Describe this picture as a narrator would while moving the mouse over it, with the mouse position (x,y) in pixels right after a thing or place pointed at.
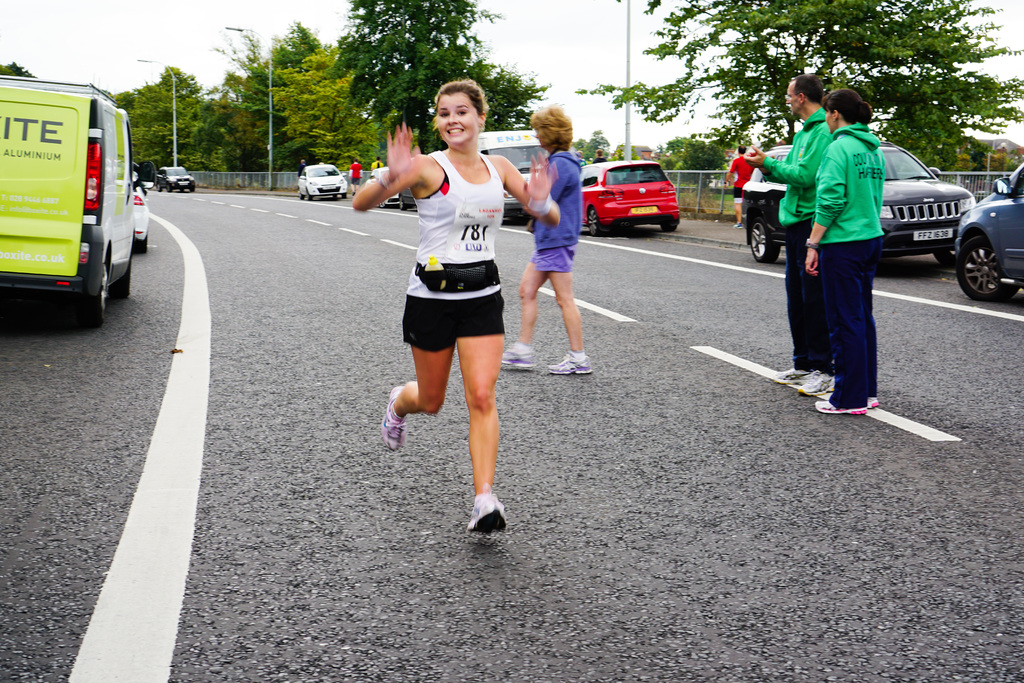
In this picture there is a woman (464,275) running on the road (515,261) and there are three persons (843,252) standing beside her and there are few vehicles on either sides of them and there are few street lights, trees (455,64) and a fence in the background (522,78).
